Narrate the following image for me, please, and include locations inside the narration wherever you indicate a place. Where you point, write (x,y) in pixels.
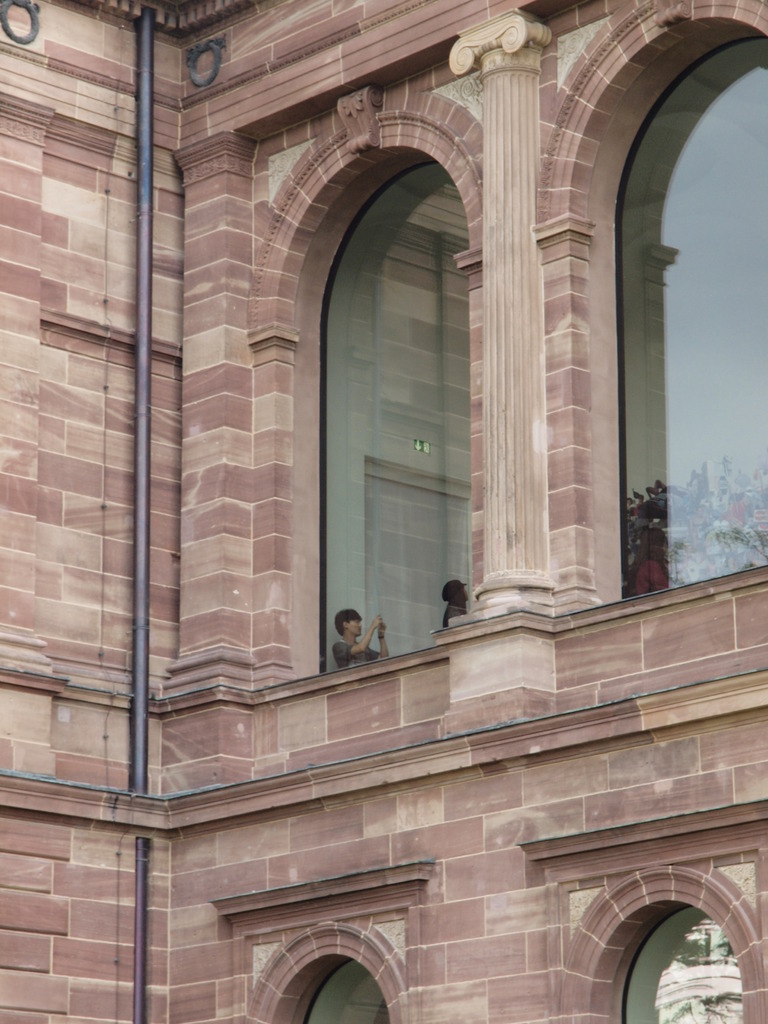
In this picture we can see a building (172,855), pipe (142,879), glass (713,206), walls (293,560), plants (689,560), two people (352,622) where a man (345,636) holding an object (380,632) with his hands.
